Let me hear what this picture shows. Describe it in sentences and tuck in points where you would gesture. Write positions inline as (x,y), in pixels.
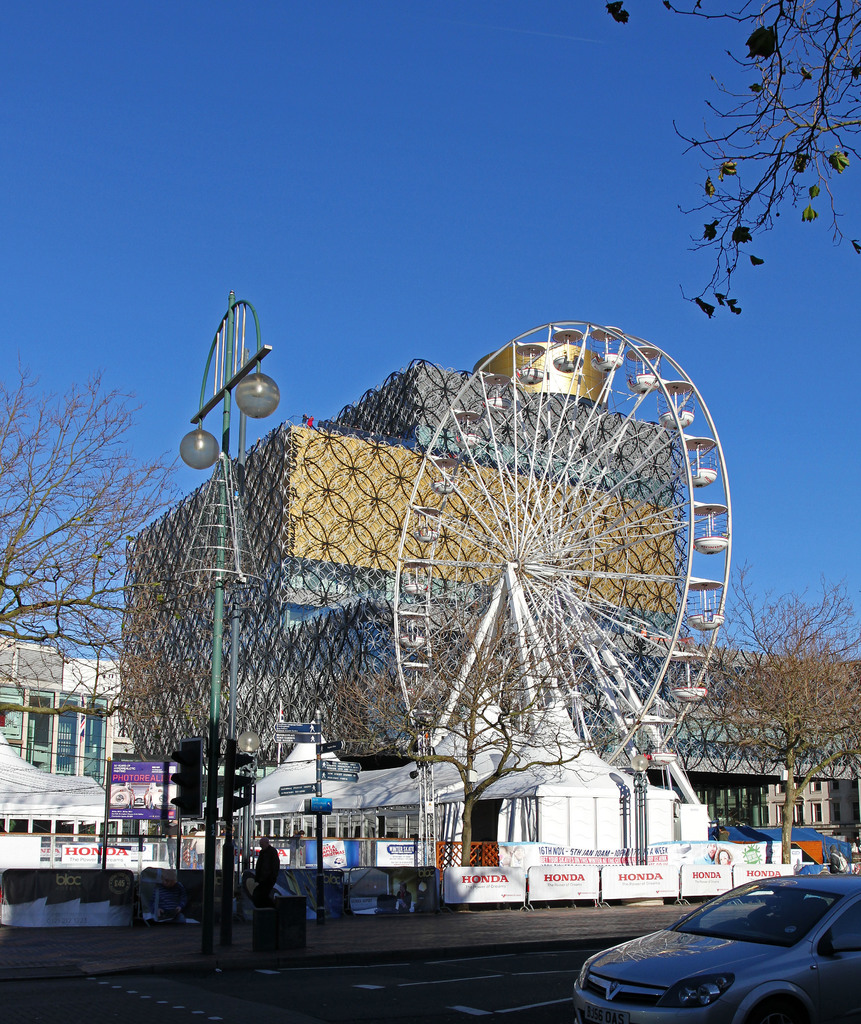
In this picture we can see a car (578,985) on the road (567,1017) and behind the car (624,968) there is a pole (214,829) with traffic signals (199,749) and lights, control barriers (513,878) and trees (467,784). Behind the control barriers (481,892) there is a giant wheel (516,583), trees (754,695), buildings (343,587) and sky (155,427).
